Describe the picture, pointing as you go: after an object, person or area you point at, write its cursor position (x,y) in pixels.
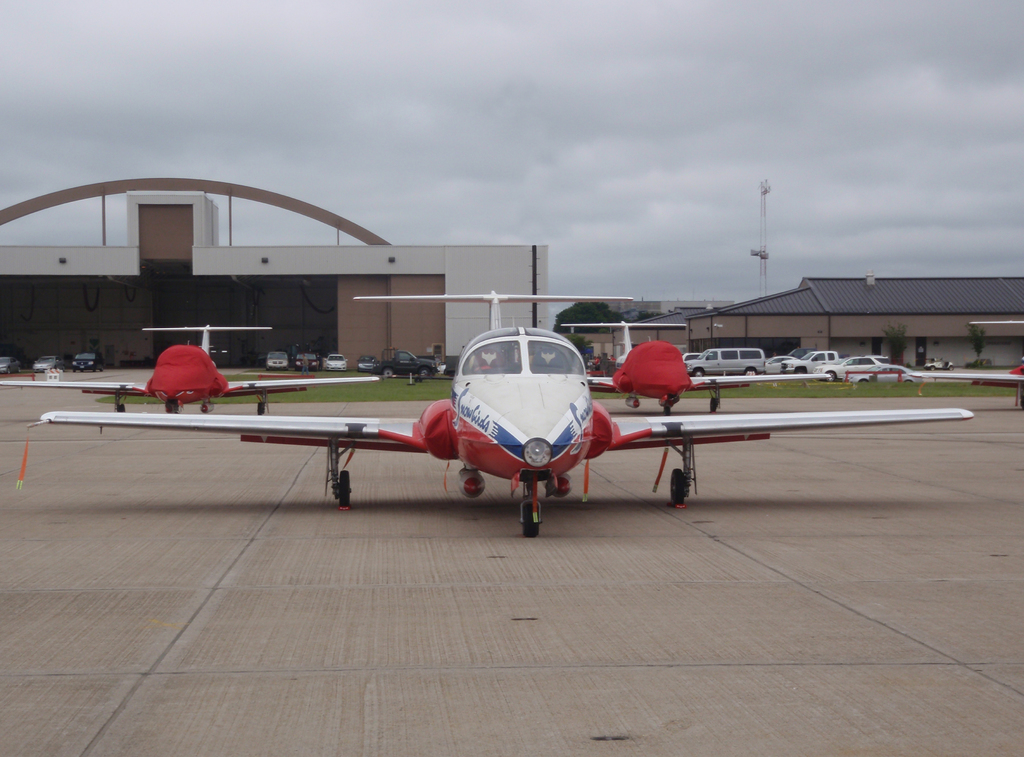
There are aircraft (675,482) in the foreground area of the image (500,347), there are vehicles (710,356), grassland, sheds (656,304), trees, tower (761,234) and the sky (474,220) in the background (805,258).
